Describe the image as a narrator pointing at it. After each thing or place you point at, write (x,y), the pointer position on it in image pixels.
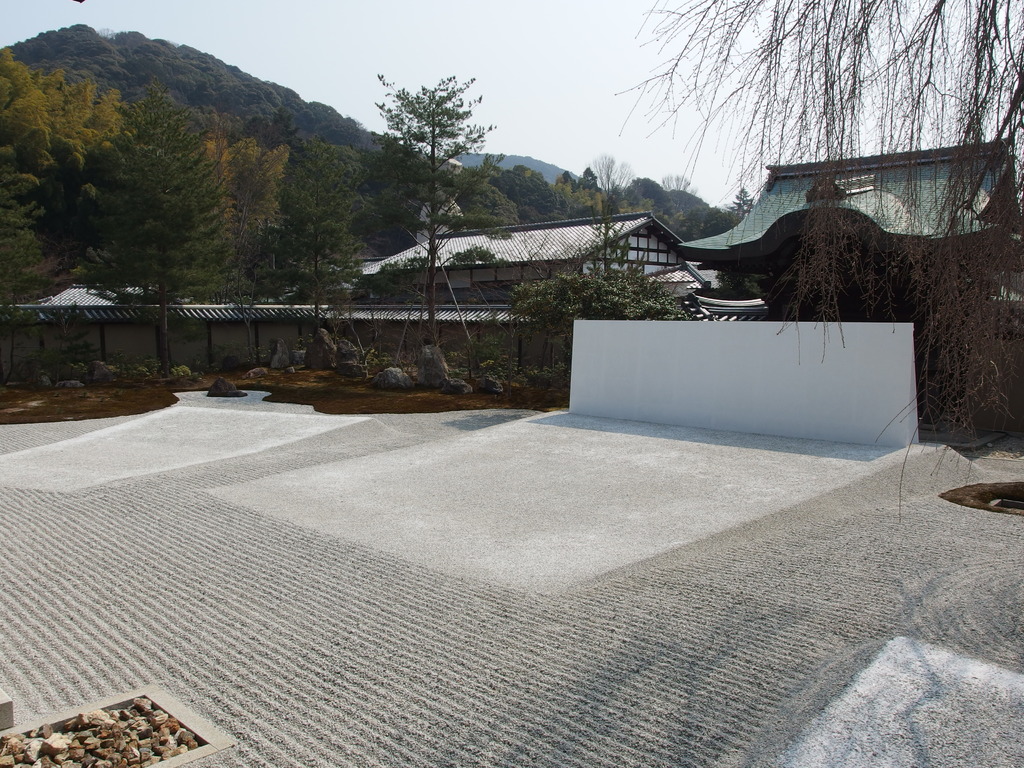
In this picture we can see the ground (392,655), wall (179,358), stones (141,730), buildings (948,210), trees (489,215), mountains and in the background (716,205) we can see the sky (534,75).
